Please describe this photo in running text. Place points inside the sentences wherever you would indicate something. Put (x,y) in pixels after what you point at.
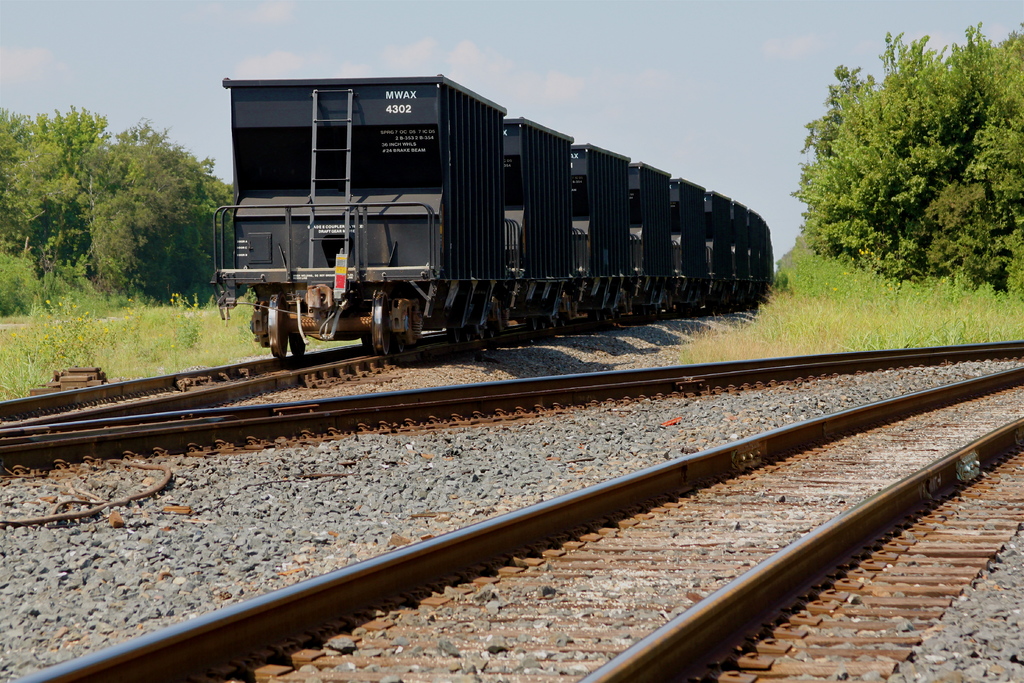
At the bottom of the image (67,573) we can see some tracks (665,677) and stones (980,677). In the middle of the image (359,332) we can see hopper cars (278,205) we can see grass (967,291) and trees (78,239). At the top of the image (874,8) we can see some clouds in the sky (28,20).
